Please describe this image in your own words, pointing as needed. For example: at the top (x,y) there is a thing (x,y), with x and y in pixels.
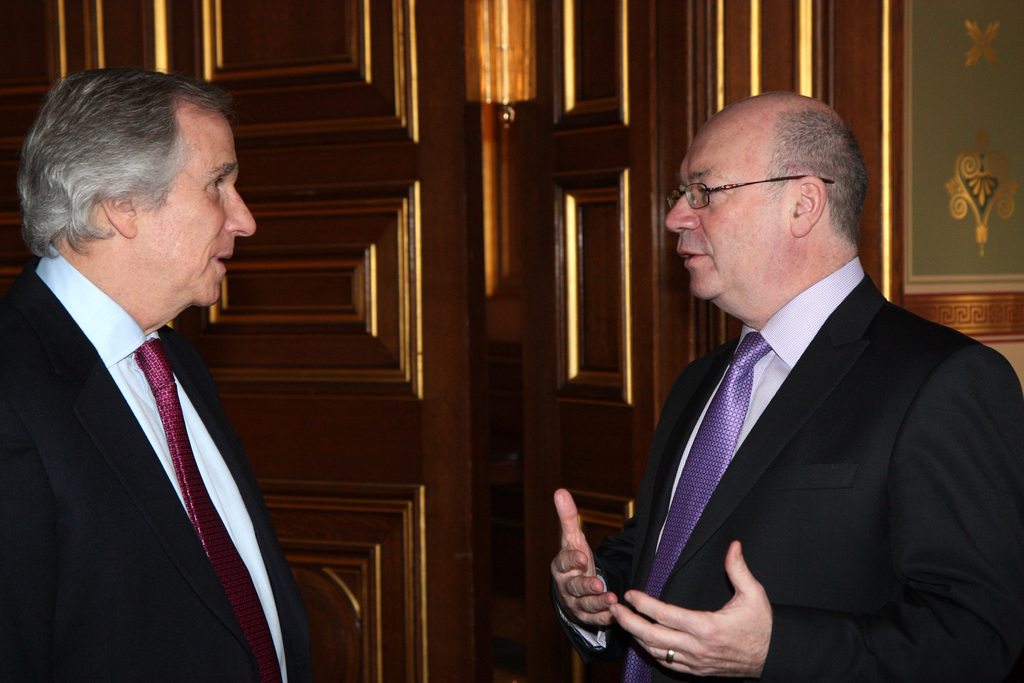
In the foreground of the picture (0,384) I can see two men (266,592) and they are having a conversation. They are wearing a suit (656,464) and a tie (736,418). In the background (301,552), I can see the doors (565,456). I can see the design (987,43) on the wall (993,63) on the top right side of the picture (994,28).
